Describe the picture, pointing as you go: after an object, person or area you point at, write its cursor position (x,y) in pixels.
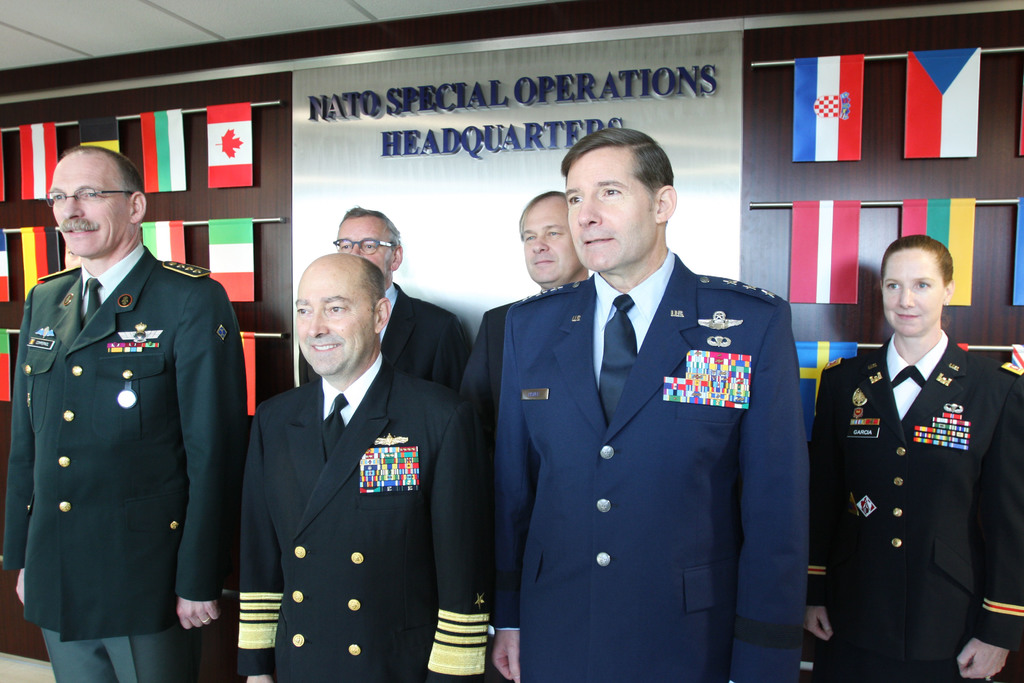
In this image I can see number of persons (651,475) wearing uniforms (509,539) are standing and in the background (770,182) I can see the brown colored surface (804,180), number of flags (831,150) and the ceiling (224,15).
